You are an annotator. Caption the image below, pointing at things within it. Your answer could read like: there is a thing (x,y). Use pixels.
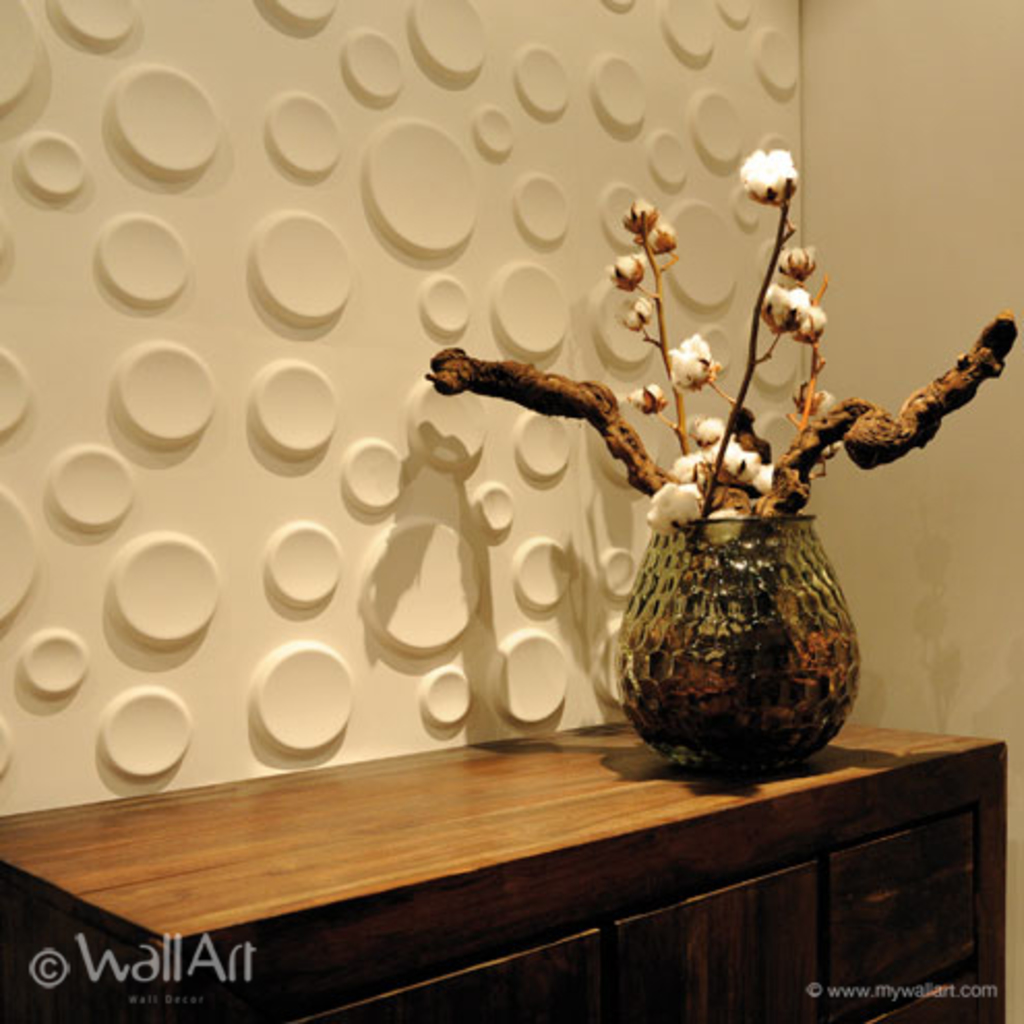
This image consists of a flower vase (766,725) and table (674,903). This table (674,903) is wooden one which is placed in the bottom (551,826) and this flower vase (740,625) consists of a cotton flowers (692,506).
